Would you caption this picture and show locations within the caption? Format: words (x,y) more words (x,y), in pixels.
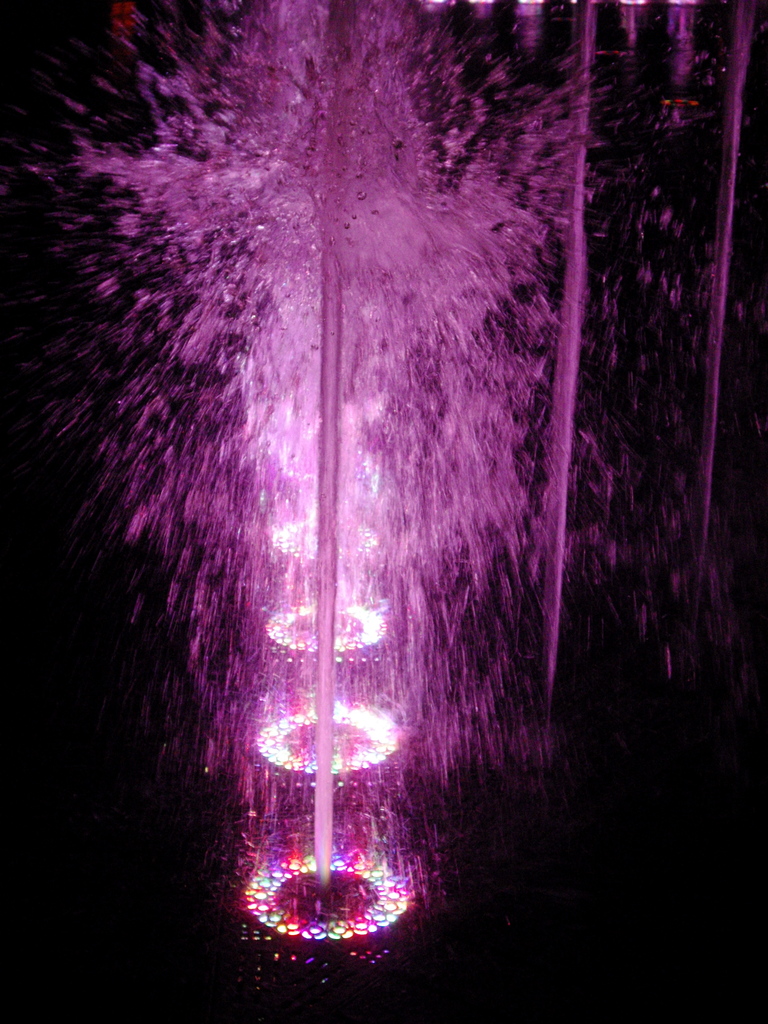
This picture consists of water fountain (528,439) and pink color lights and this picture is taken during night.
